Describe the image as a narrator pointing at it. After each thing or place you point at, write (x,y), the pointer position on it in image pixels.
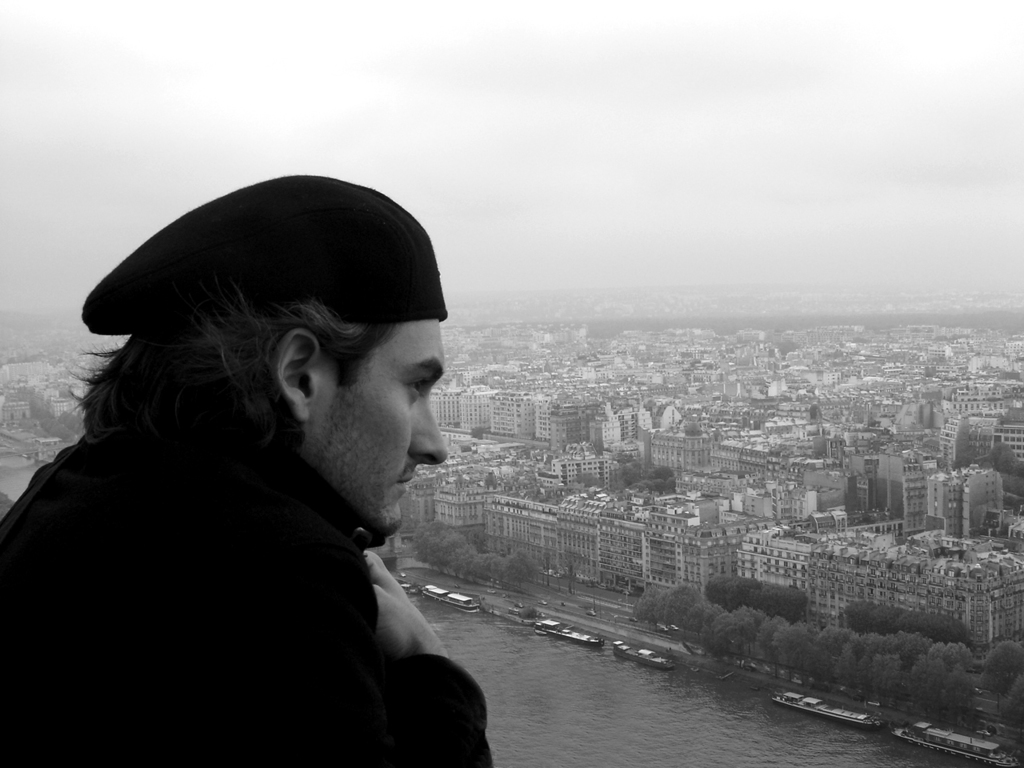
In this image I can see a man (274,416) and I can see he is wearing a cap (429,311). In the background (565,328) I can see number of buildings (626,502), number of trees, water (790,717) and in it I can see few boats (972,740). I can also see this image is black and white in colour.
